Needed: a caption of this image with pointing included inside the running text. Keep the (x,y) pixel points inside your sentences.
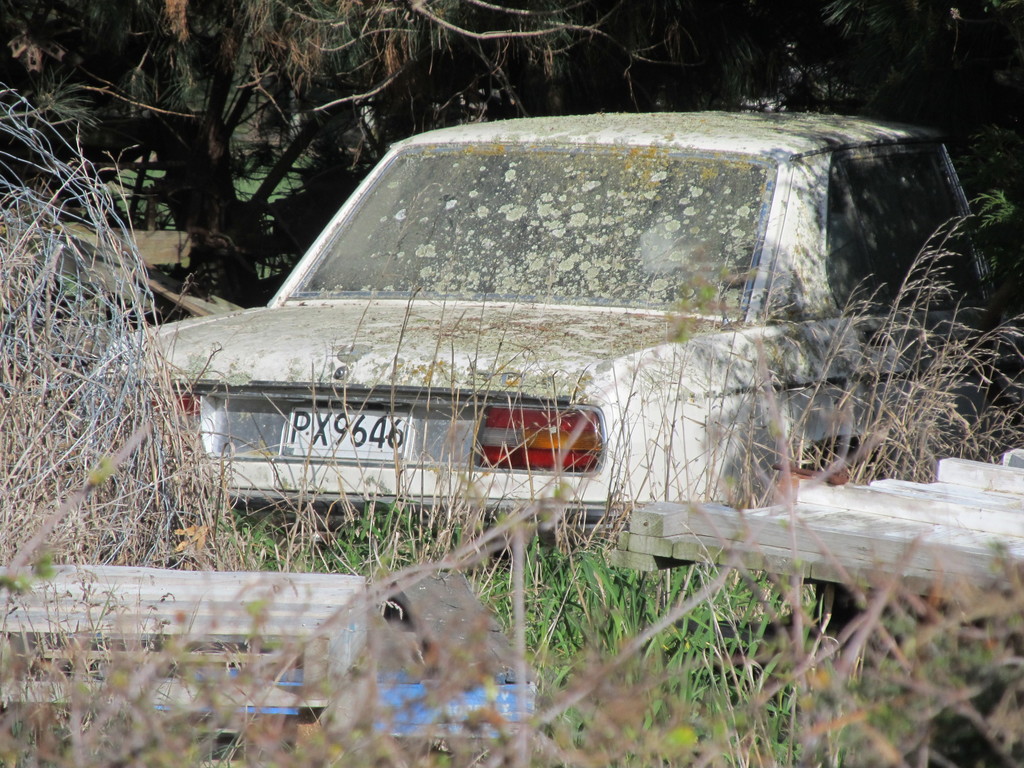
In this picture we can observe a car (353,330) which is in white color. There are some plants (148,420) and grass (527,628) on the ground (547,641). In the background (445,52) there are trees (435,64).
